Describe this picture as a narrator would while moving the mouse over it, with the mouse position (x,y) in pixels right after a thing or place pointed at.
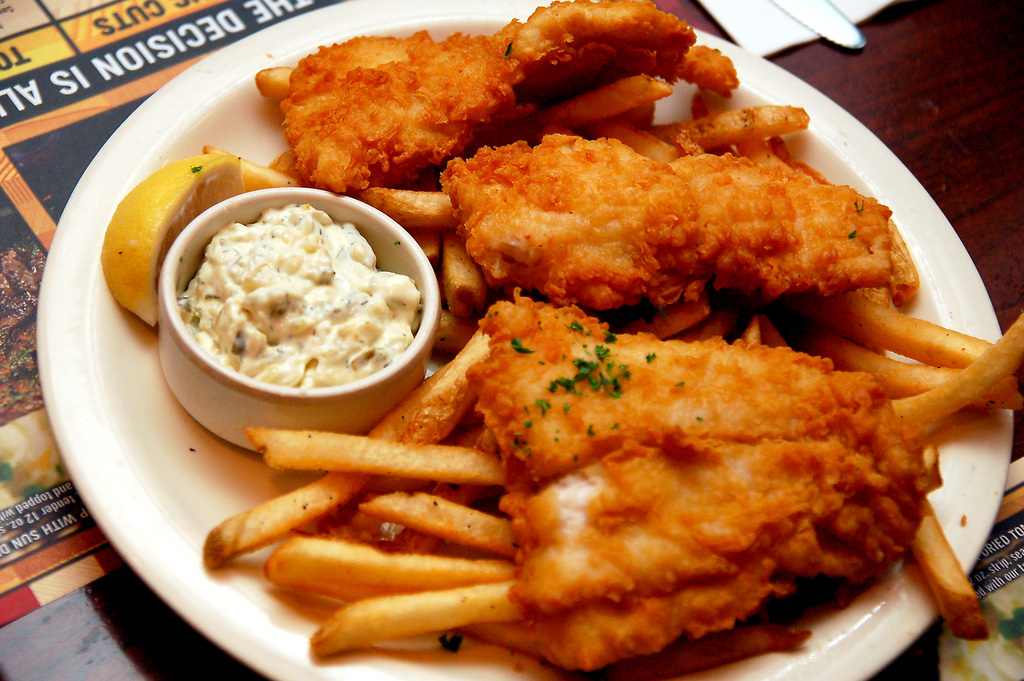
In this image I can see a brown colored table (959,94) and on it I can see a paper (78,72) and a white colored plate (50,276). On the plate (61,432) I can see few french fries (329,487), a white colored bowl (189,403) with sauce (298,314) in it, a lemon piece (169,225) and a food item (411,115) which is brown and cream in color.
